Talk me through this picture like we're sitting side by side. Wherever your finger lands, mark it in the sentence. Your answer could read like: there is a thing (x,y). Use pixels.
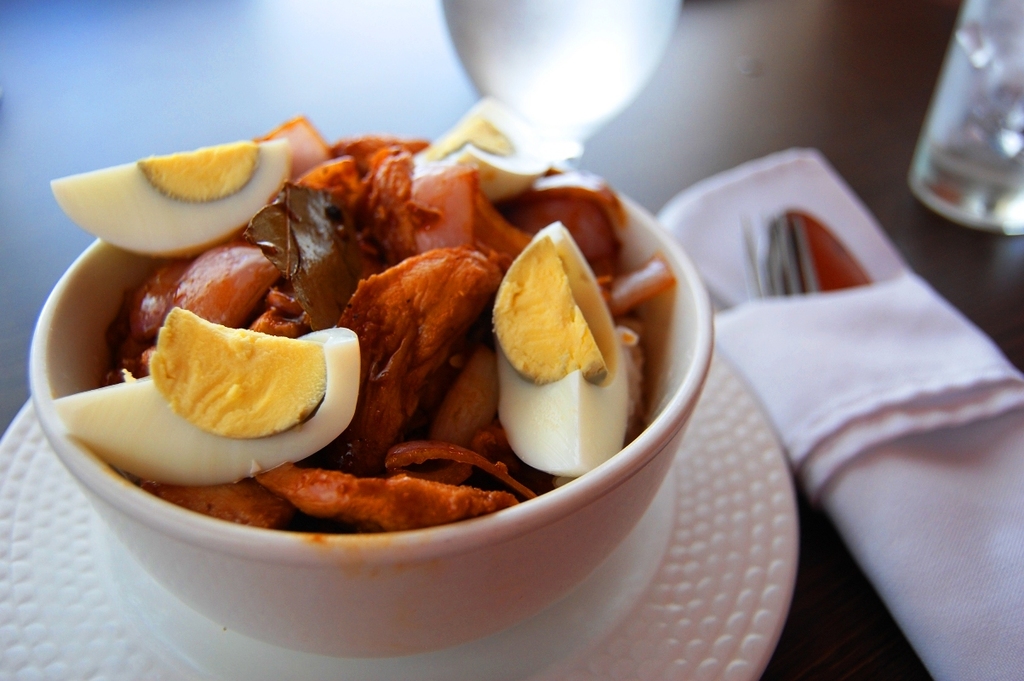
In this picture we can see some eatable item (353,378) placed on a bowl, spoon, tissue (759,324) are placed on the table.
